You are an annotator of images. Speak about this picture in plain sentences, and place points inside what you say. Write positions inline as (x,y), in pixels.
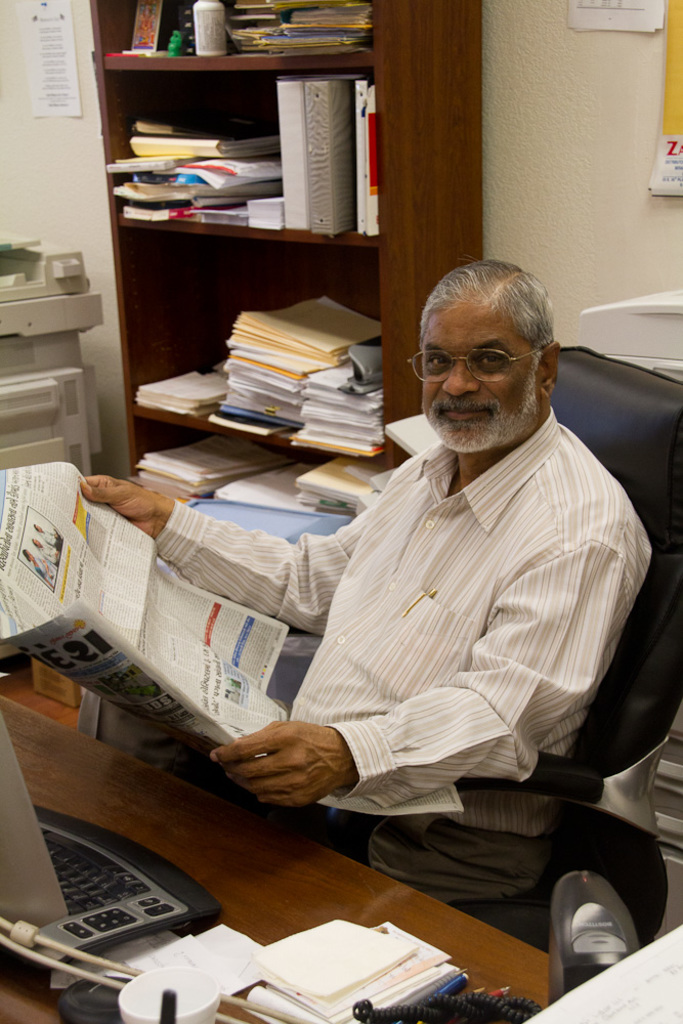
This picture is taken inside the room (480,450). In this image, on the right side (561,454), we can see a man (564,430) sitting on the chair (657,607) and holding a newspaper (175,678) in his hand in front of a table (241,918), on the table (488,962), we can see a laptop (40,879), tissues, mobile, glass (198,1023) and an electronic instrument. In the background (358,422), we can see some books (298,309) on the shelf (249,369), electronic machine (58,430). In the background (679,159), we can also see a calendar (673,74) and some papers (29,51) which are attached to a wall (540,161).
